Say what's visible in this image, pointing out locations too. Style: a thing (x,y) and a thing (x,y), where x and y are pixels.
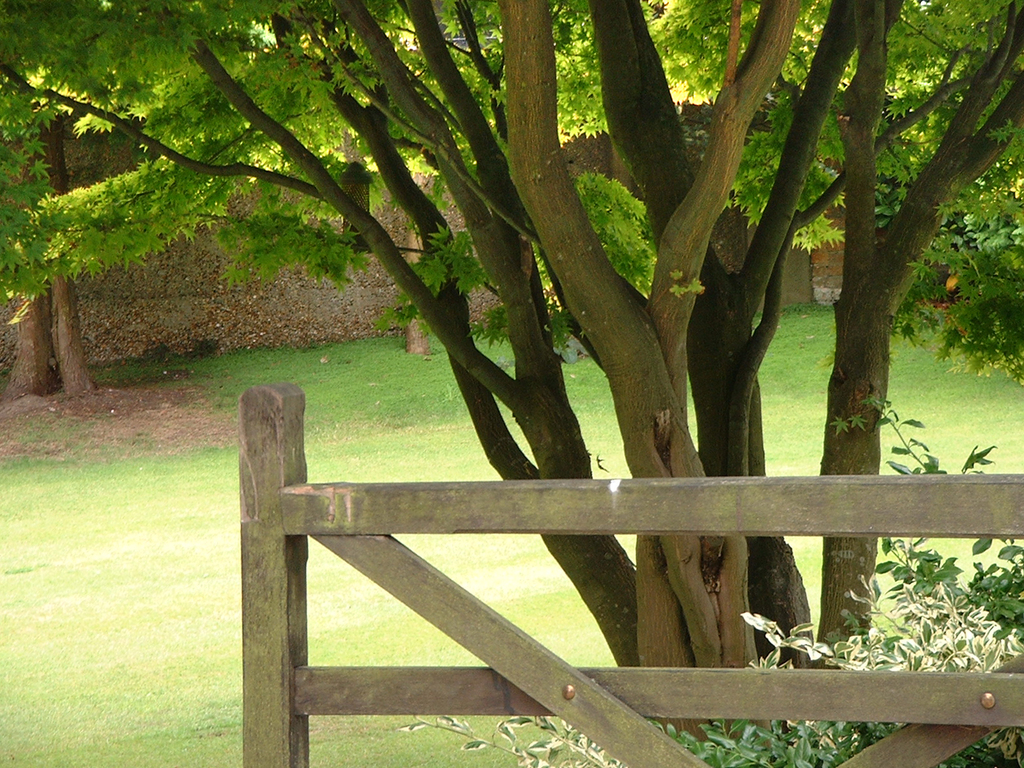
In this image I can see few green color trees (483,213), wooden fencing (668,503), wall (304,312) and the green grass (360,387).
